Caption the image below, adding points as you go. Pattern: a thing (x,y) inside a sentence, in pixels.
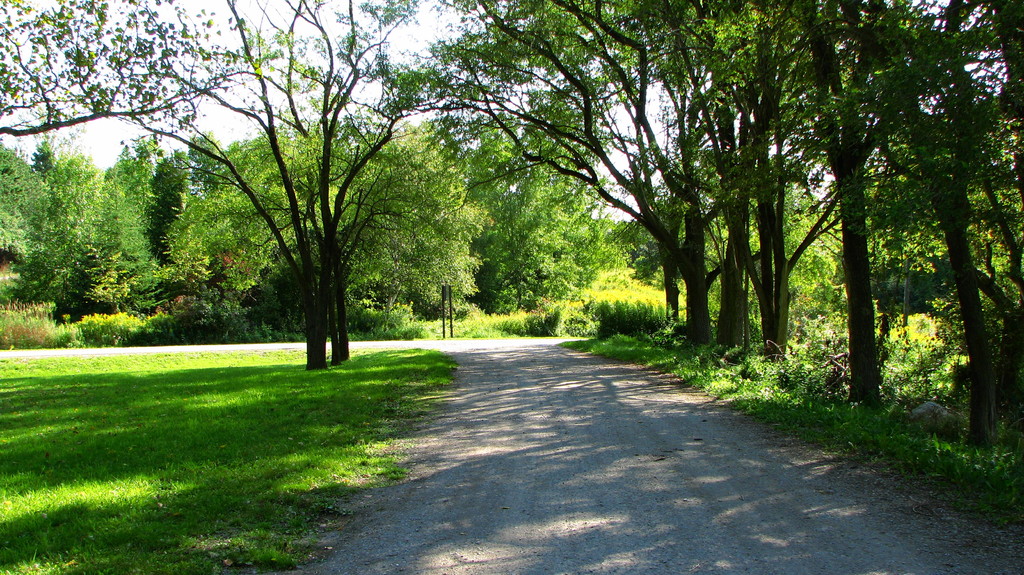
This image is taken outdoors. In the middle of the image (500,382) there is a road (487,364). On the left (203,420) and right sides of the image there is a ground (178,416) with grass (211,428), plants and many trees (170,209) on it. At the top of the image (236,122) there is a sky (439,32).
